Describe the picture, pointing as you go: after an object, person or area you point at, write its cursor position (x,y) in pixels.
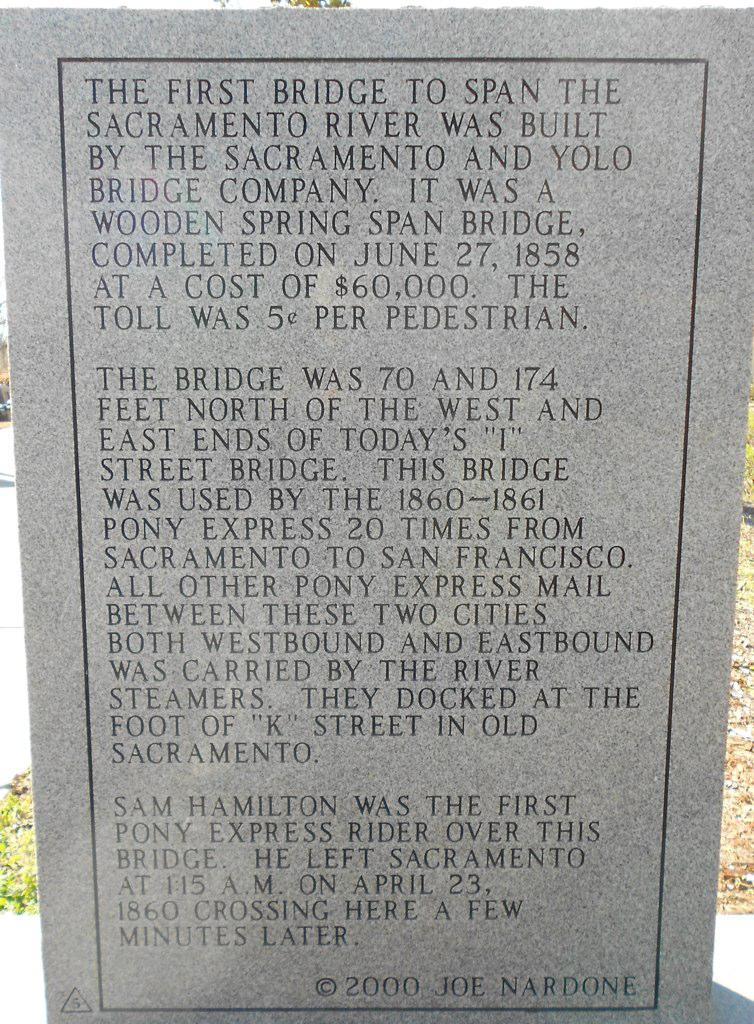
In this image I can see a headstone (321,395) on which matter (337,647) is written.
